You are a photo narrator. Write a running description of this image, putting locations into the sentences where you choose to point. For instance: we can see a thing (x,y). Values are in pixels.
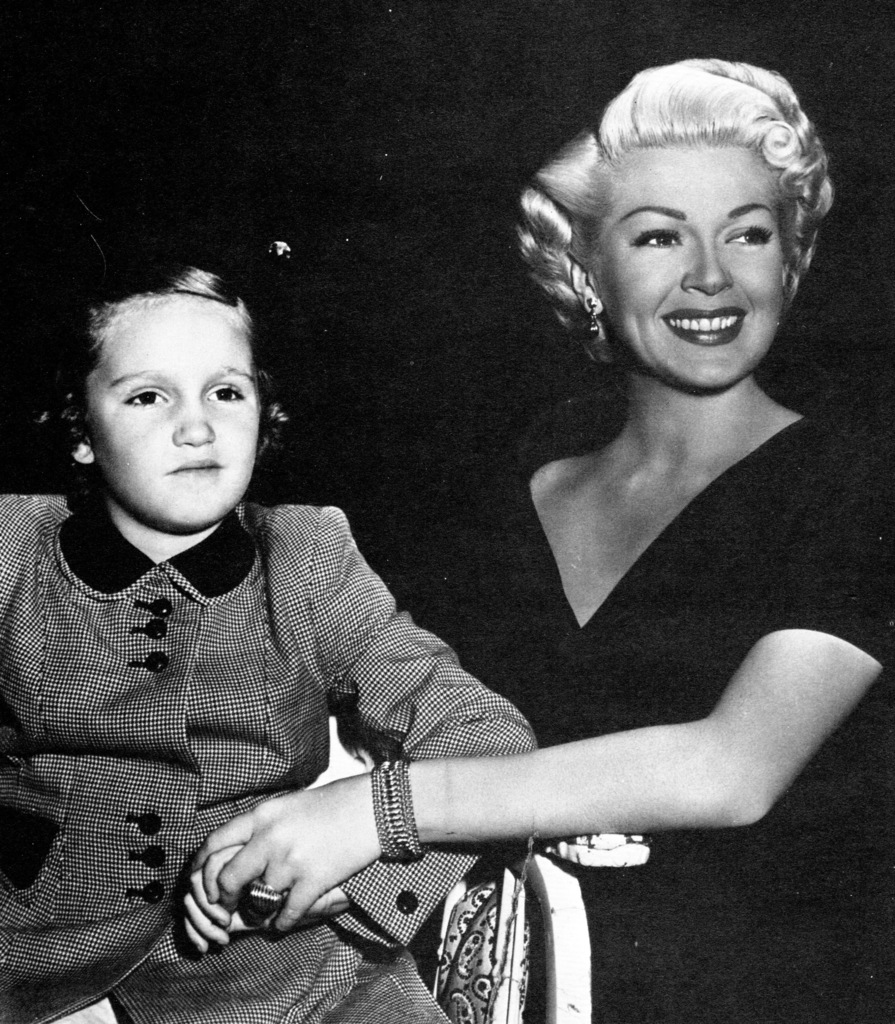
In this black and white picture a woman (759,801) is standing beside the chair (518,941) having a person (208,642) sitting on it. Woman (456,784) is wearing a bangle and a ring (267,905) to her hand (378,853). She is holding the hand (190,909) of this person (217,680). She is smiling.
